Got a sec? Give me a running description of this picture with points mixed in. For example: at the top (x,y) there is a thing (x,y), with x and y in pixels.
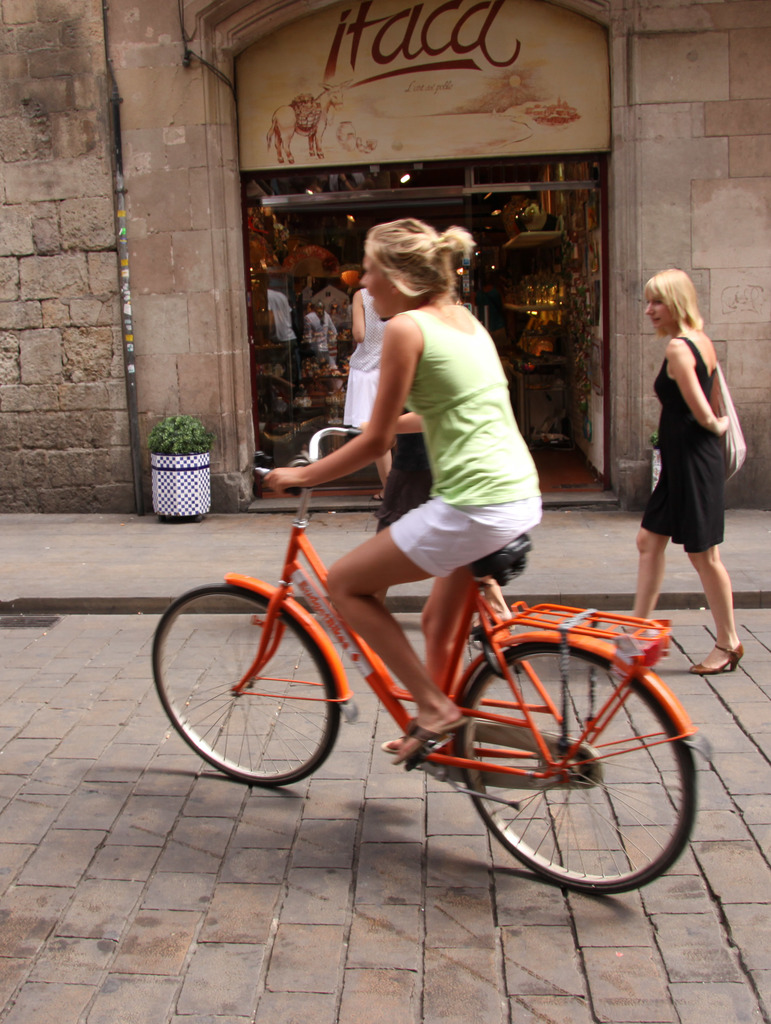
It is an image there is a cycle (536,649), a woman (505,459) is riding the cycle (519,559), beside her there is another woman (679,409) who is walking, in the background (360,143) there is a store (475,45) beside the store (283,355) there is a wall (116,362).
